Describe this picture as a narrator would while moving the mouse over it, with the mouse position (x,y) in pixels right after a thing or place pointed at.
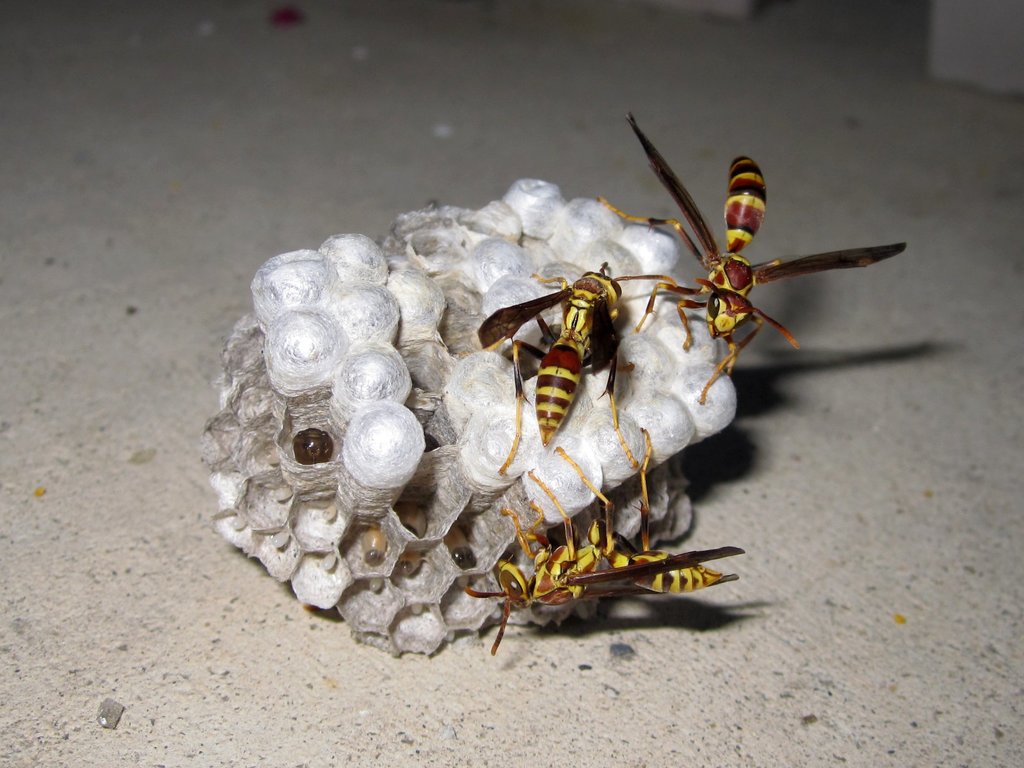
In this image I can see a nest (378,432) on the floor (496,673). On this I can see three wasps (552,392).
